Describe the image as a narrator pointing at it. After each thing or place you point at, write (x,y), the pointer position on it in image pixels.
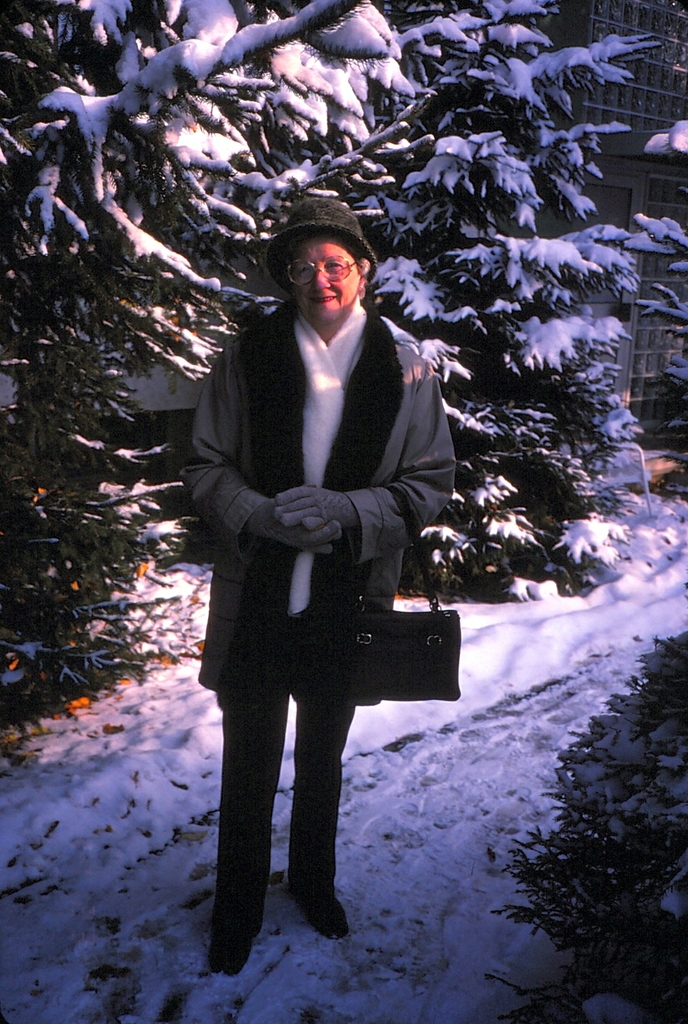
In this image we can see a person (254,650) standing and wearing a hat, there are some trees (577,481) covered with the snow (566,175) and in the background (604,178) it looks like a building (641,117).
